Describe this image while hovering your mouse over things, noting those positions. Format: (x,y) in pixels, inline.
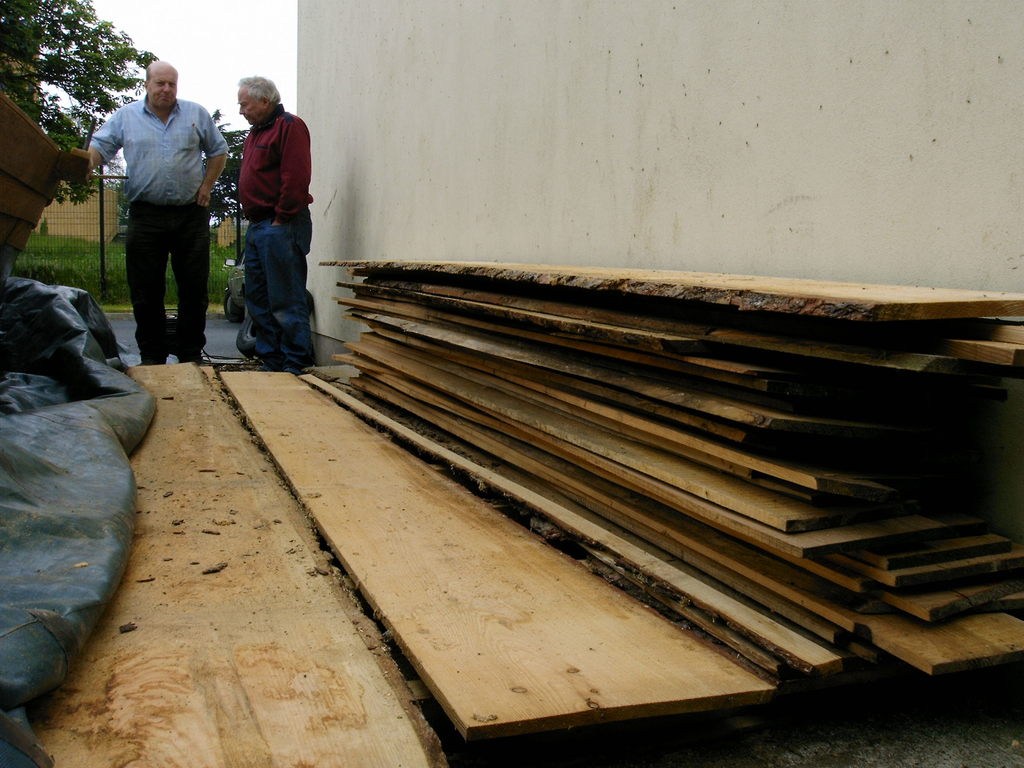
In this picture we can see there are two people (152,207) standing and in front of the people (138,184) there are wooden boards (234,503) and on the right side of the people (302,176) there is a wall (312,89). Behind the people (193,208) there is a fence (97,251), trees (97,85) and a sky (194,67).
